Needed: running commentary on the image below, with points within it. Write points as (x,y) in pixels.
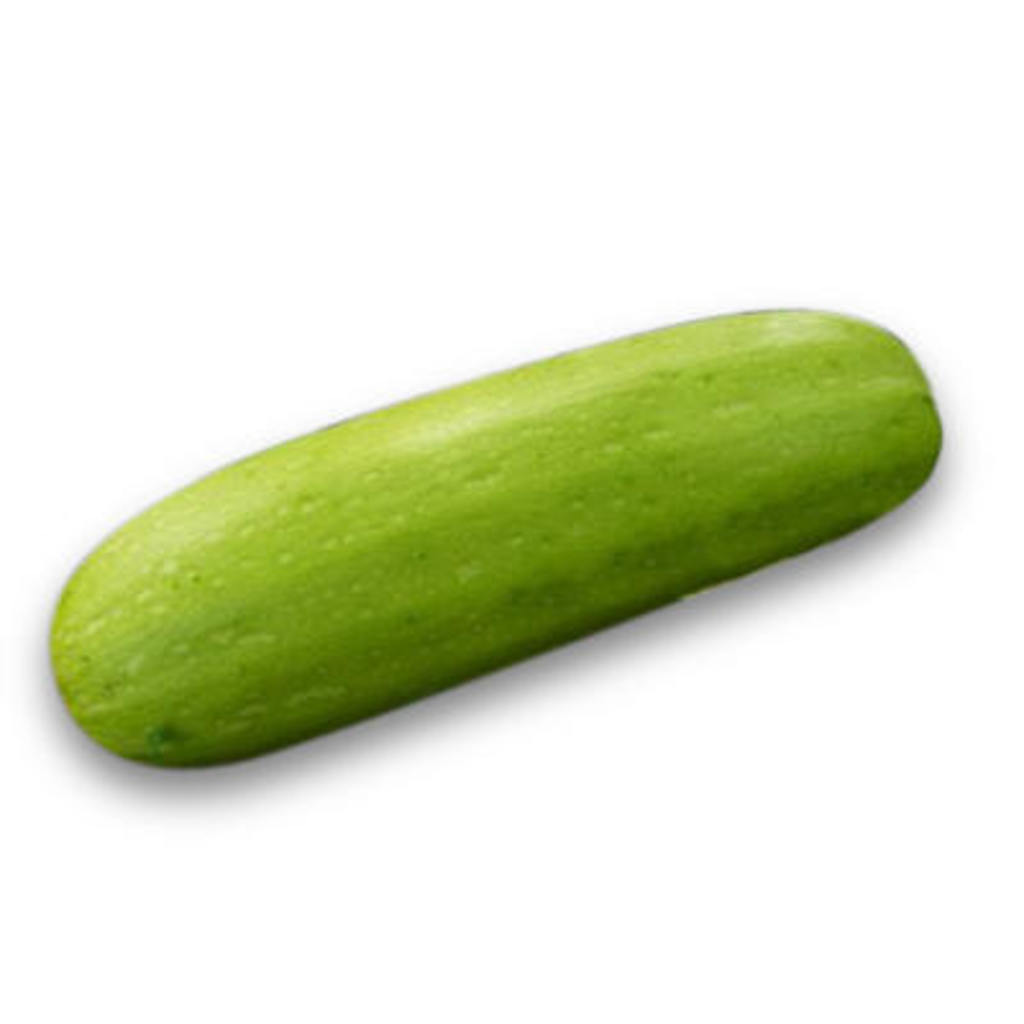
There is a Cucumber (190,603) in green color on a white color surface (554,265). And the background (652,7) is white in color.
